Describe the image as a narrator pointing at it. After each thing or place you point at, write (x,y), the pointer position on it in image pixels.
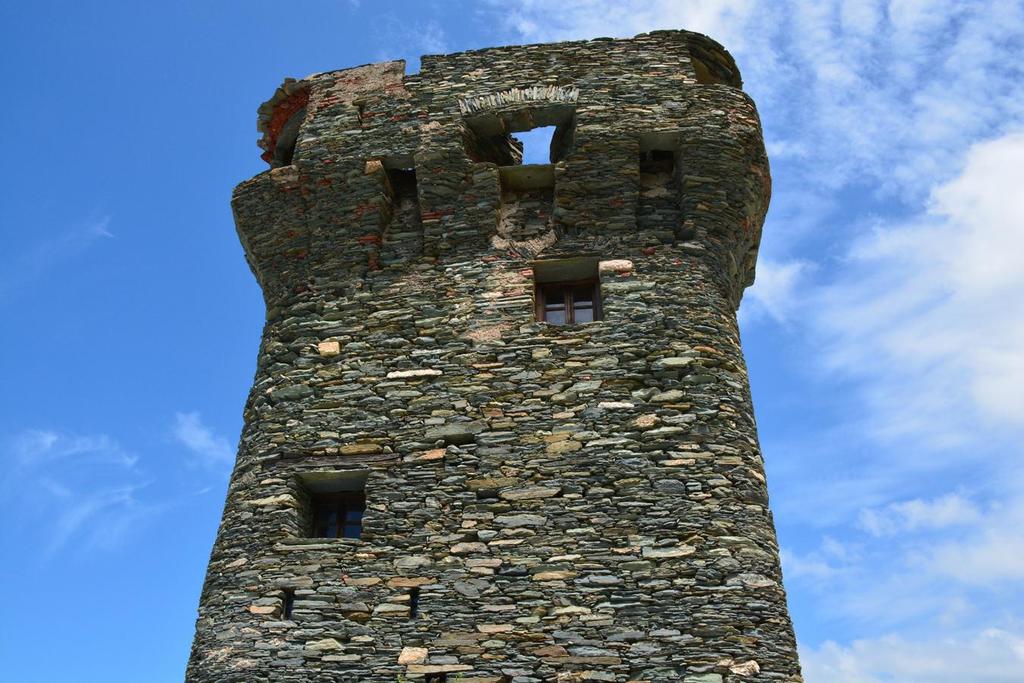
In this image we can see a stone building (583,330), here is the window (559,314), at above the sky (986,36) is cloudy.
